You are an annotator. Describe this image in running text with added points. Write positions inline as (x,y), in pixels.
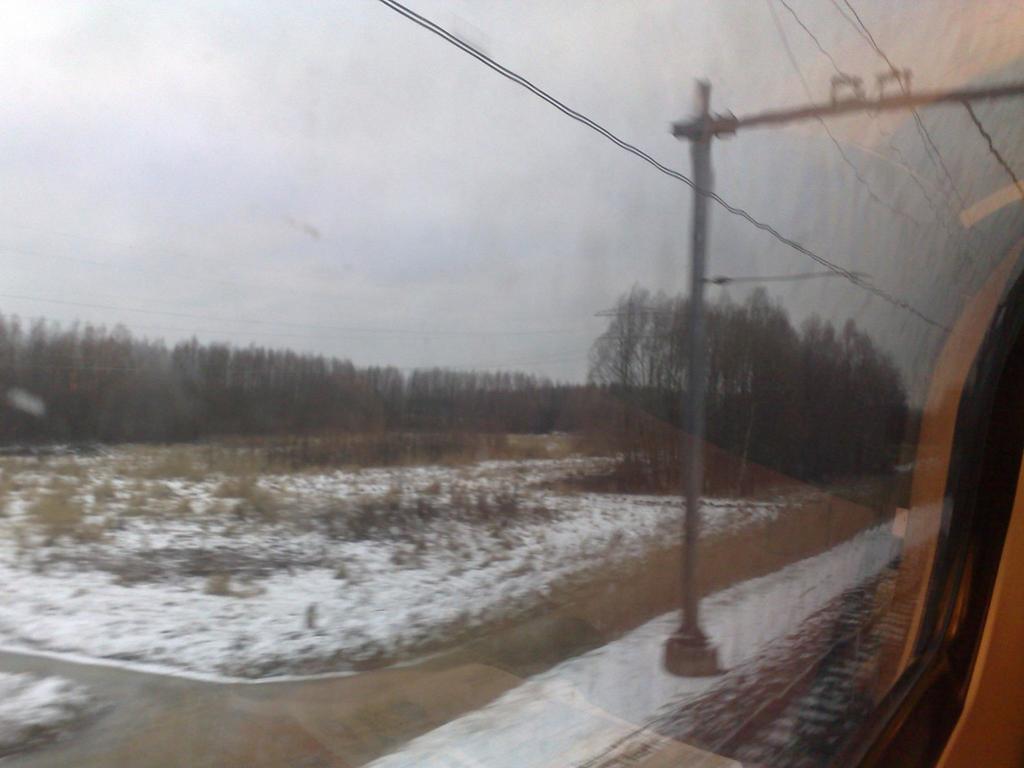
I think this is a glass door (915,280). I can see a current pole (820,113) with the current wires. This looks like a snow (434,620). These are the trees (464,404) and plants (246,479). This looks like a rail track (834,677).
